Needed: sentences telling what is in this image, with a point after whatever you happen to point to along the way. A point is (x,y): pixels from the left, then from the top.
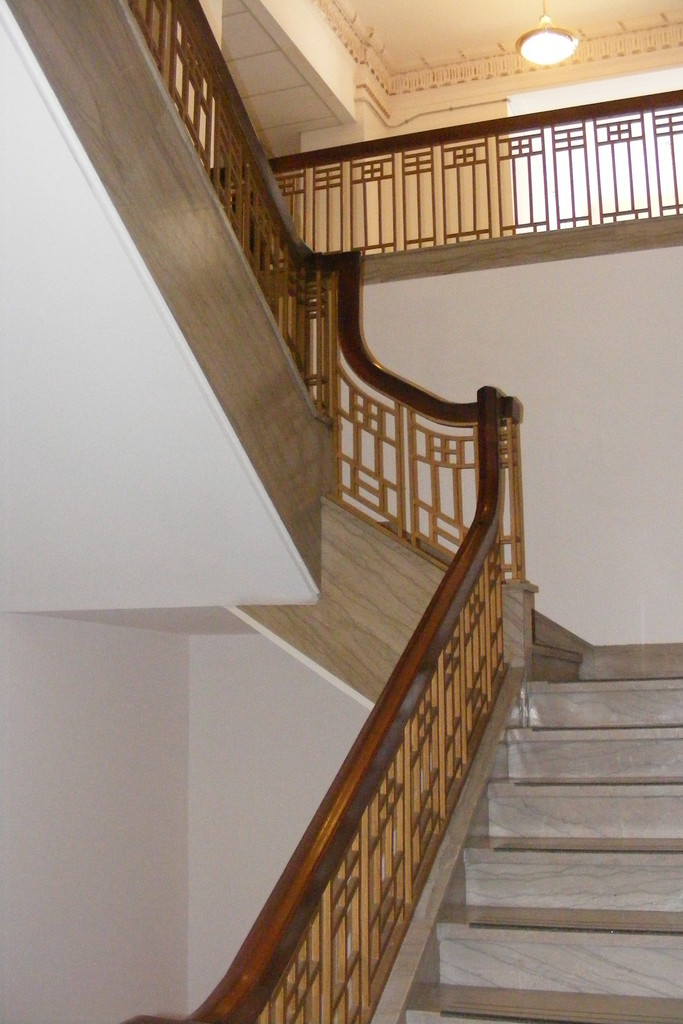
There is a staircase (395,979) with railings (343,271). In the back (433,169) there is a railing (453,146). On the ceiling (507,38) there is a light (548,27). On the right side (467,343) there is a wall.
